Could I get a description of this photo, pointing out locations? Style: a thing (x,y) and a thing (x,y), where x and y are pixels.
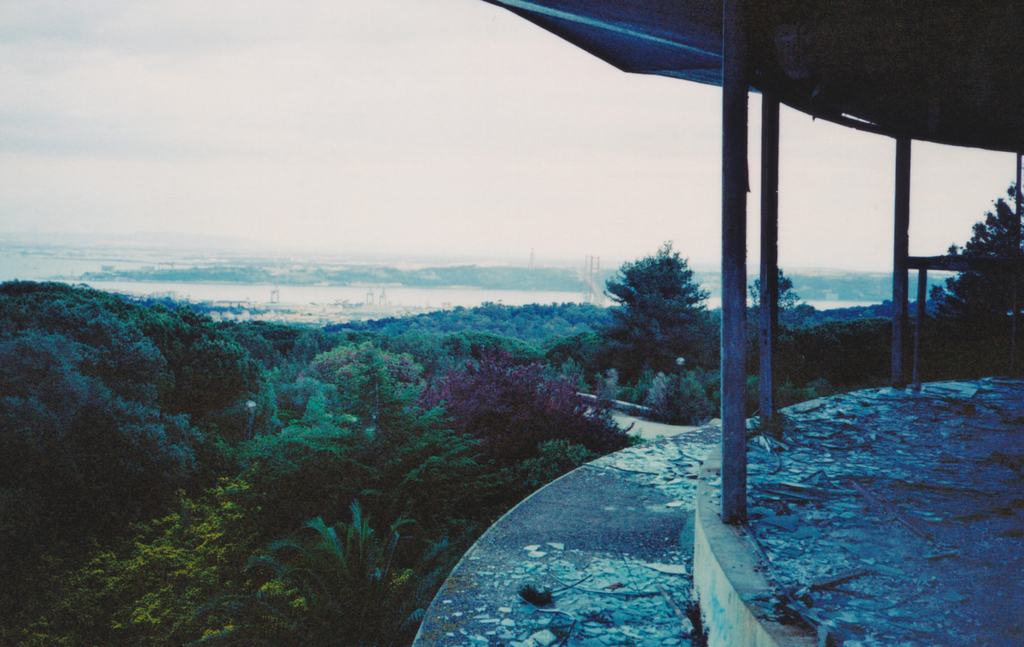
This image is taken outdoors. At the top of the image (185,133) there is a sky (193,139) with clouds (360,120). In the middle of the image (500,431) there are many trees (177,353) and plants (566,366). On the right side of the image (689,524) there is a derelict terrace (604,574) with a roof (858,67).
